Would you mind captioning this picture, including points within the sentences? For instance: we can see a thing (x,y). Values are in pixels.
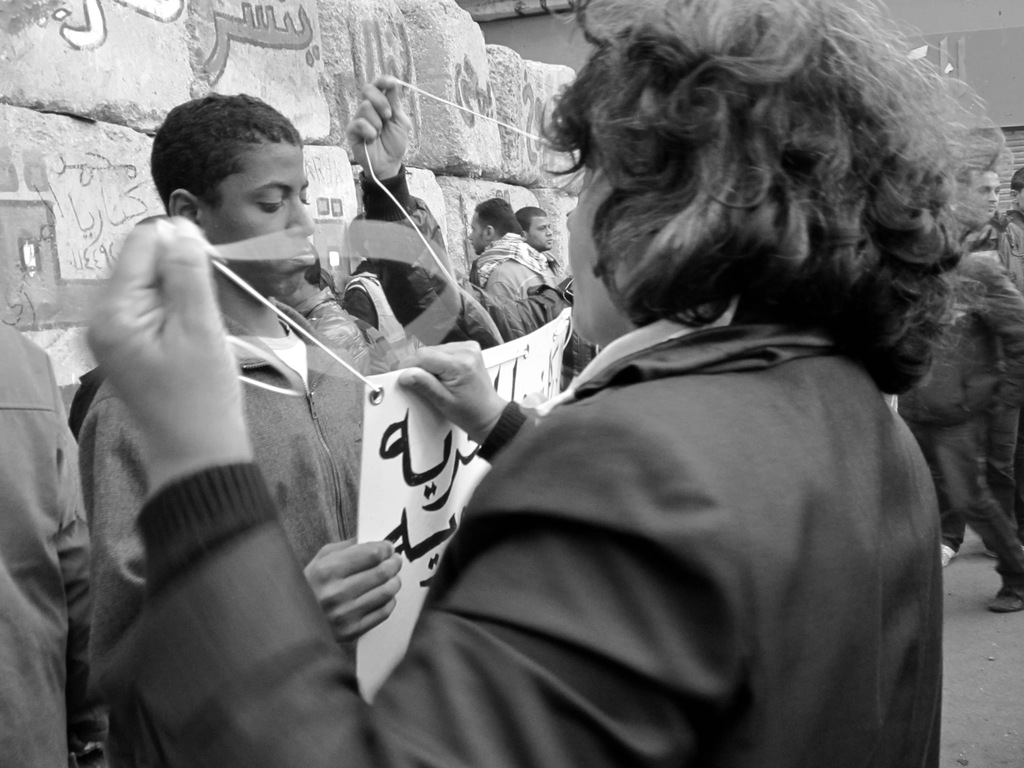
In the picture we can see some people (593,712) are standing near the wall (298,76) and some people (671,700) are holding some boards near them.
